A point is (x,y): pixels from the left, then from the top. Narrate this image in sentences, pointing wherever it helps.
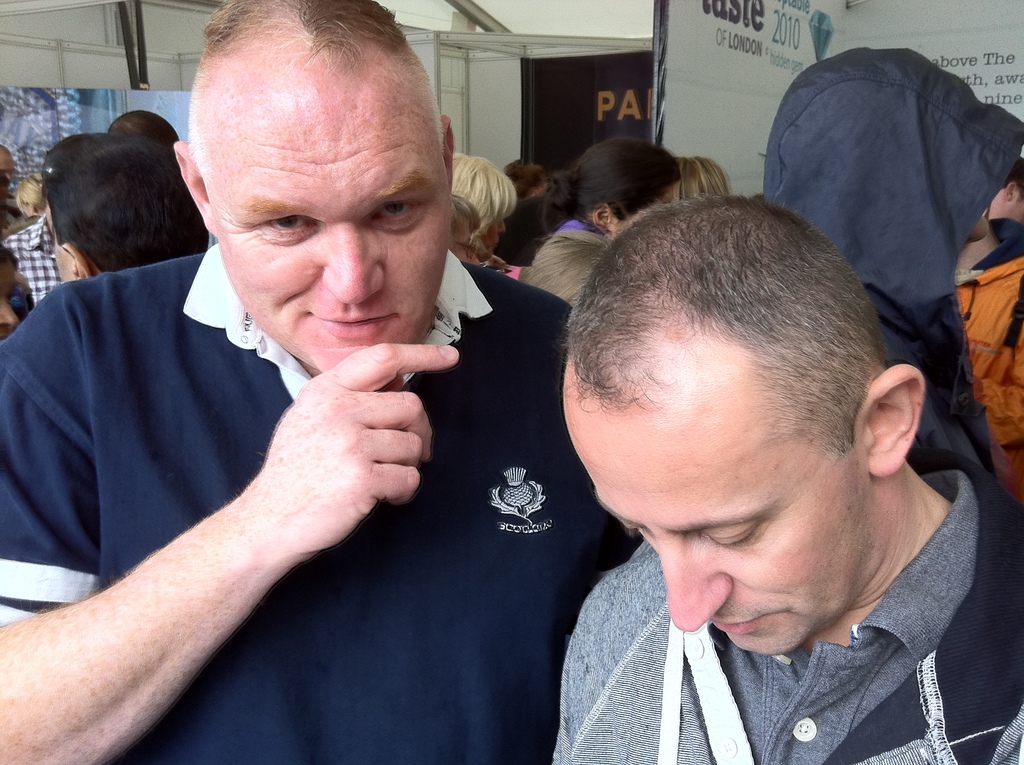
In this image, we can see a group of people (406,214). In the background (39,161), we can see hoardings (723,115), on the hoardings (770,52), we can see some pictures (26,173) and some text (739,1) written on it and the white color wall (98,60).
